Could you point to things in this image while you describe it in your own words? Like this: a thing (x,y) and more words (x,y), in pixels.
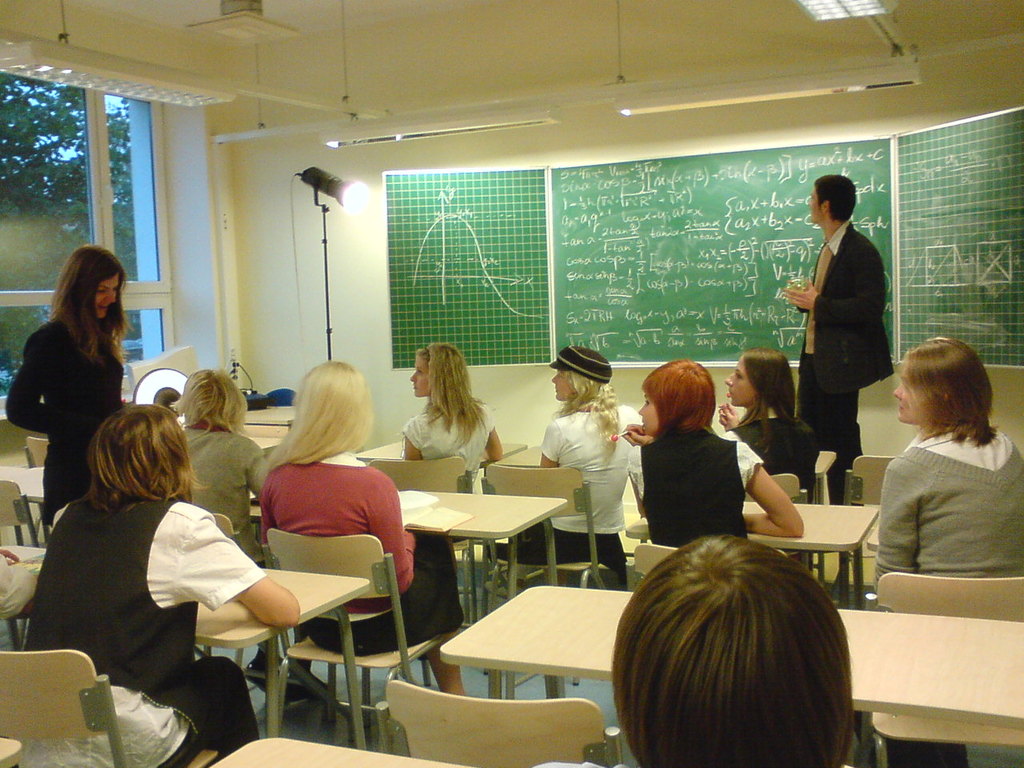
in this image i can see tables (544,652) and chairs (463,737) and people (366,494) are sitting on the chairs (450,730). behind them there is a person (852,310) standing in a black suit (845,365). behind him there is a green board (670,273). at the left (116,270) there is a woman (92,319) standing. behind her there is a window (37,214).
